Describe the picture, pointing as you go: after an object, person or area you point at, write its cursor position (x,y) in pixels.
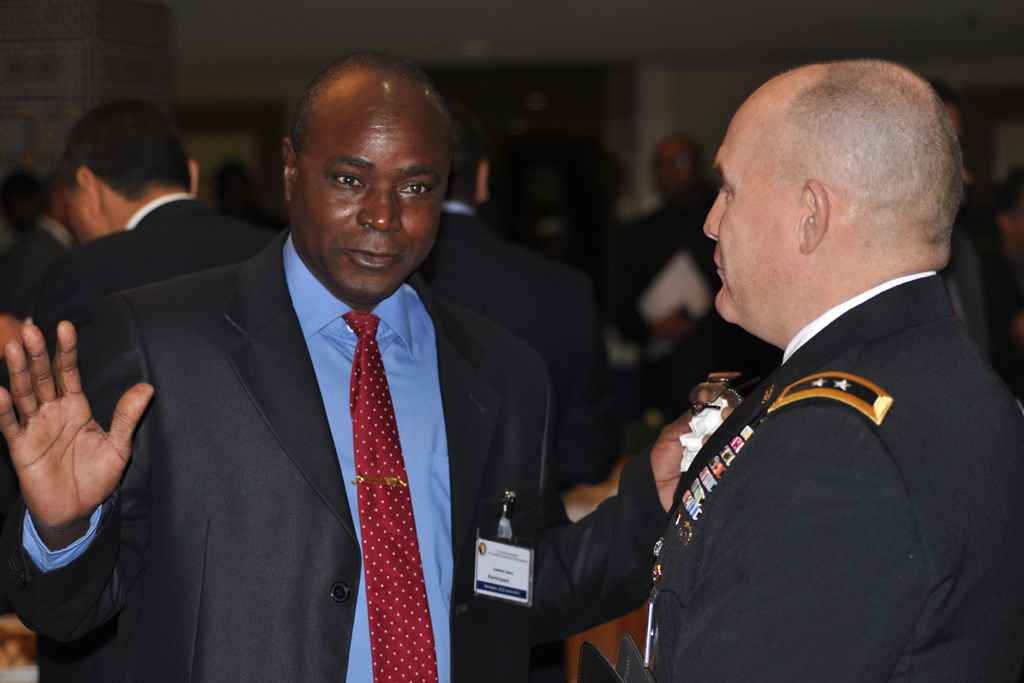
In this picture I can see there is a man (64,356) standing to left (274,485) and he is wearing a blazer (322,462), tie (399,448) and blue shirt (440,573), he is smiling and there is another person (865,338) standing next to him and he is wearing a uniform (815,509) with badges (679,513) and there are few more people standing in the backdrop (222,185). The backdrop (565,204) is blurred.
